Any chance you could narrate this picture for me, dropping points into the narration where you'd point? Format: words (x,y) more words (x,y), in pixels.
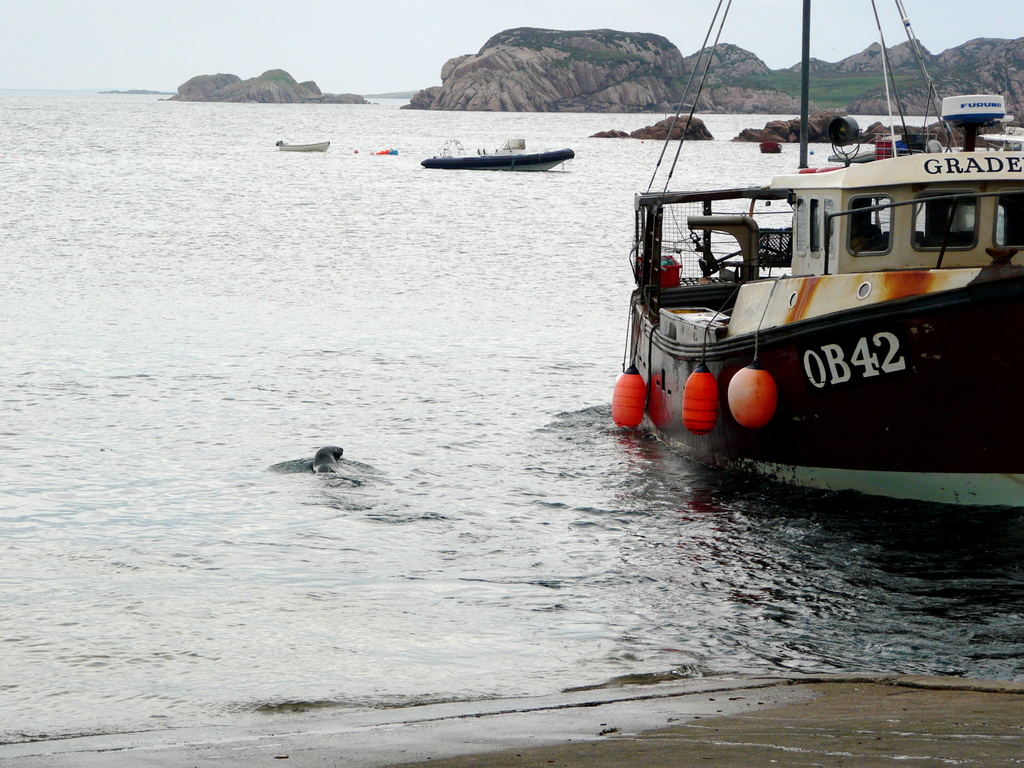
In this image there are boats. There is a sea (386,169). In the background (604,67) there are hills (602,86) and sky (302,53).
